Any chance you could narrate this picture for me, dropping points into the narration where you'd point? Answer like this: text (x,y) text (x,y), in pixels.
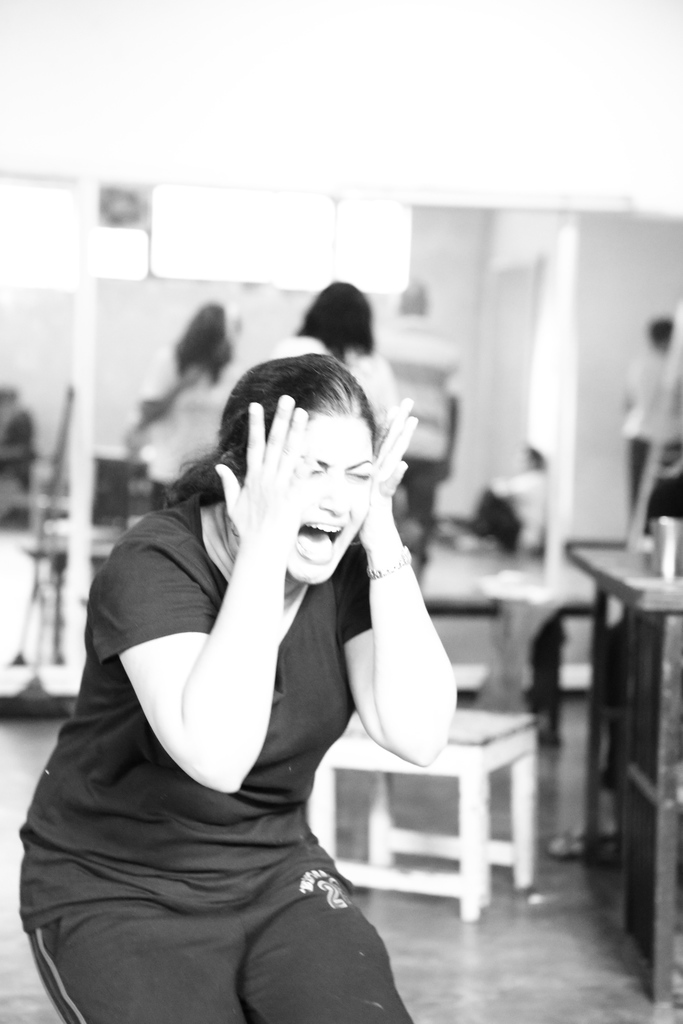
In this black and white picture a person (289,833) is wearing a shirt (172,848). Beside her there is a chair (469,776). Behind her there are few persons (633,468) standing. A person (498,531) is sitting on the floor (509,784).
